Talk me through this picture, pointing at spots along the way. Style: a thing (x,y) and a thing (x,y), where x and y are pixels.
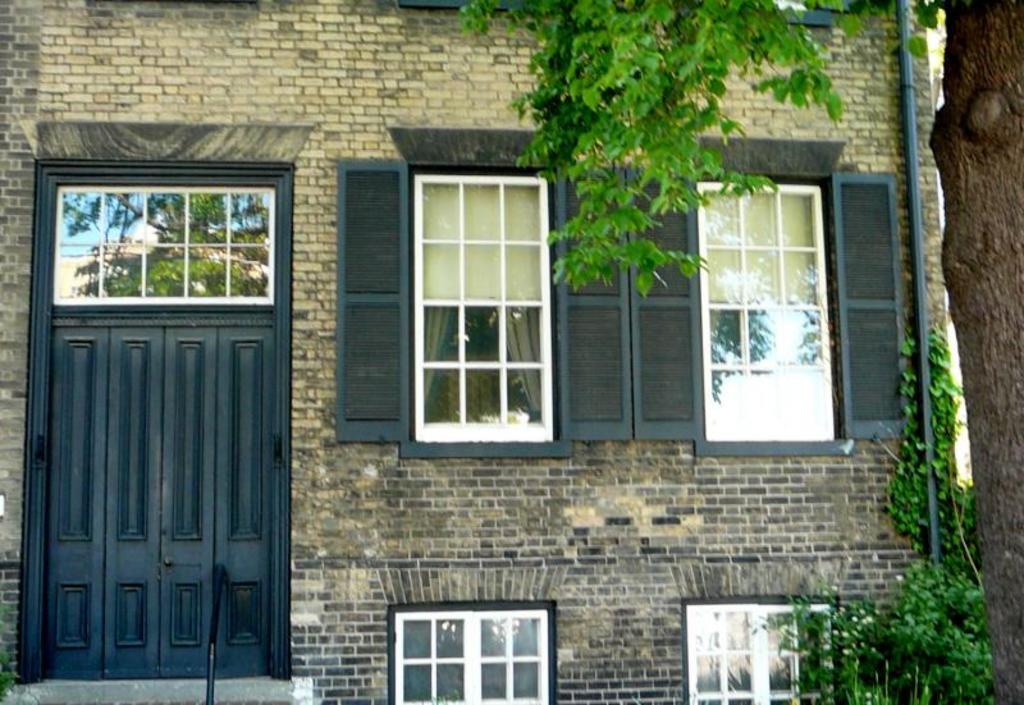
As we can see in the image there is a building (298,457), door (181,494), window (739,695), plants (905,659) and a tree (976,126).
